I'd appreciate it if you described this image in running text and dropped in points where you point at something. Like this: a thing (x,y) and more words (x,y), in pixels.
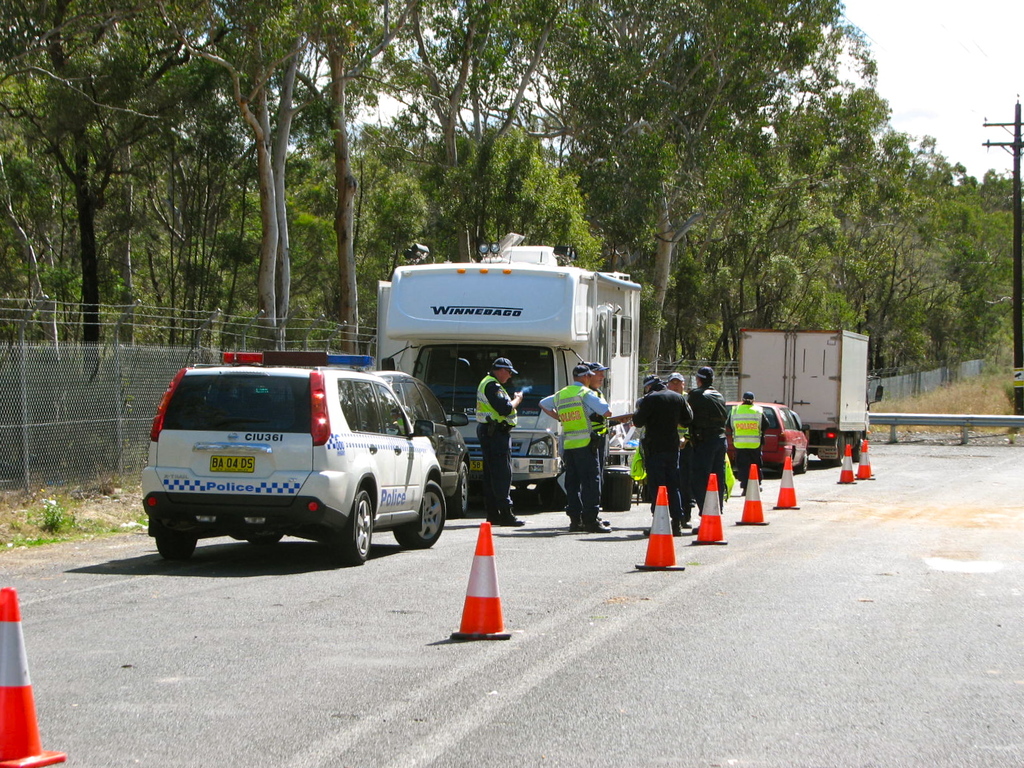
In this picture we can see the sky (933,73), trees (767,9), a current pole (1017,226). We can see the vehicles (852,418), people (569,426) and traffic cones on the road (974,461). We can see dried grass (968,392), railing (969,427) and the fence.
